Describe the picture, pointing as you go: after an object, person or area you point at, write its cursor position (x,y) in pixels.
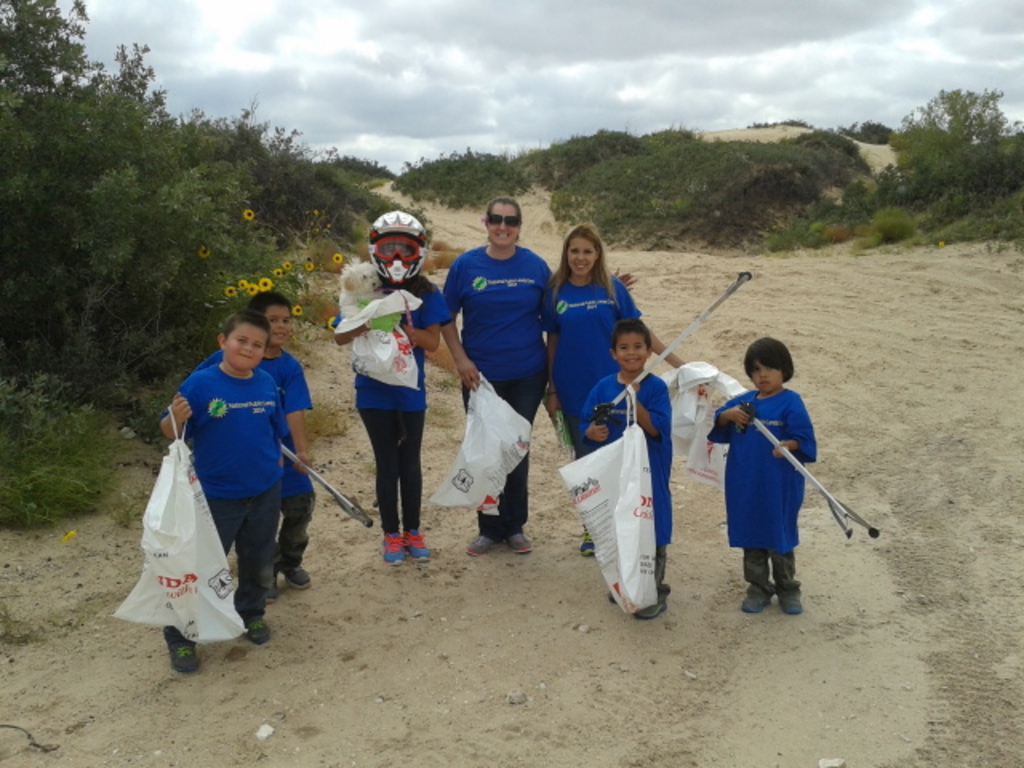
In the center of the image (394,487) we can see some persons (490,346) are standing and some of them are holding plastic covers (212,560) and stand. A lady (381,462) is standing and wearing helmet (396,281) and holding a dog (366,294). In the background of the image (190,339) we can see trees (368,212), flowers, hills (684,234). At the bottom of the image (624,664) we can see the sand (629,695). At the top of the image (637,71) we can see the clouds (672,56) are present in the sky (679,64).
